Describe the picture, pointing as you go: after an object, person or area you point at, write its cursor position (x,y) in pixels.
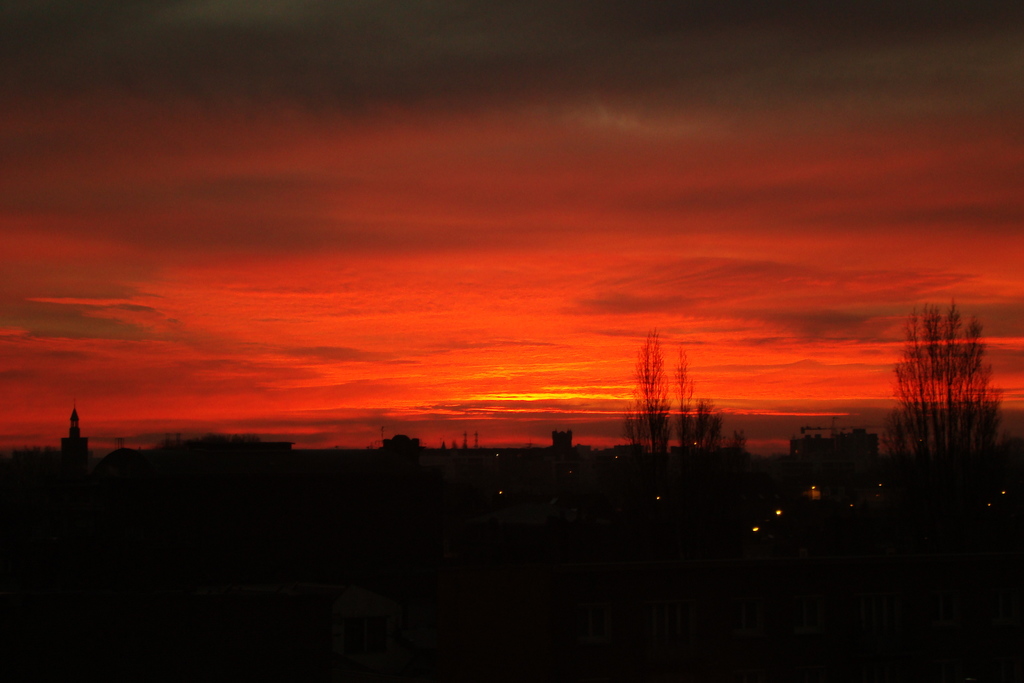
In this image we can see buildings (567,457), trees (650,418), also we can see the reddish sky (365,239).
